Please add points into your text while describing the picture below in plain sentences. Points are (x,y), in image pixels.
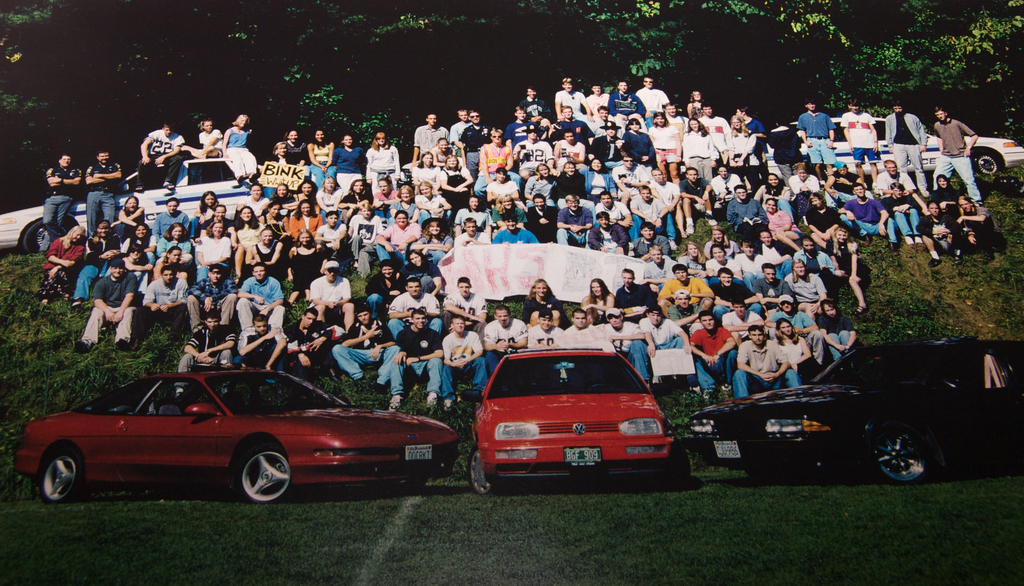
Group of people (743,117) sitting and few people (969,144) are standing and these people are holding banner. We can see cars (430,426) and grass (172,349). In the background (311,4) we can see trees (501,51).
